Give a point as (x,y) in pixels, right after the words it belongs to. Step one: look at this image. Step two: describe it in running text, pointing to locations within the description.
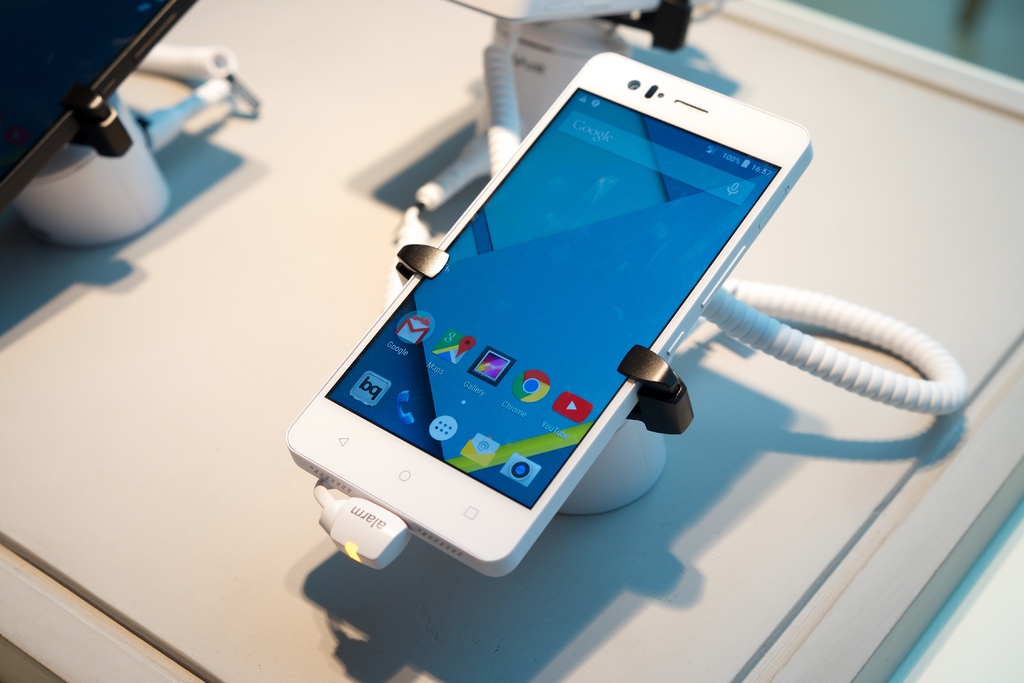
The picture consists of a table (293,122), on the table (283,107) there are electronic gadgets (507,204), charging cables (510,104) and other objects (648,479).
